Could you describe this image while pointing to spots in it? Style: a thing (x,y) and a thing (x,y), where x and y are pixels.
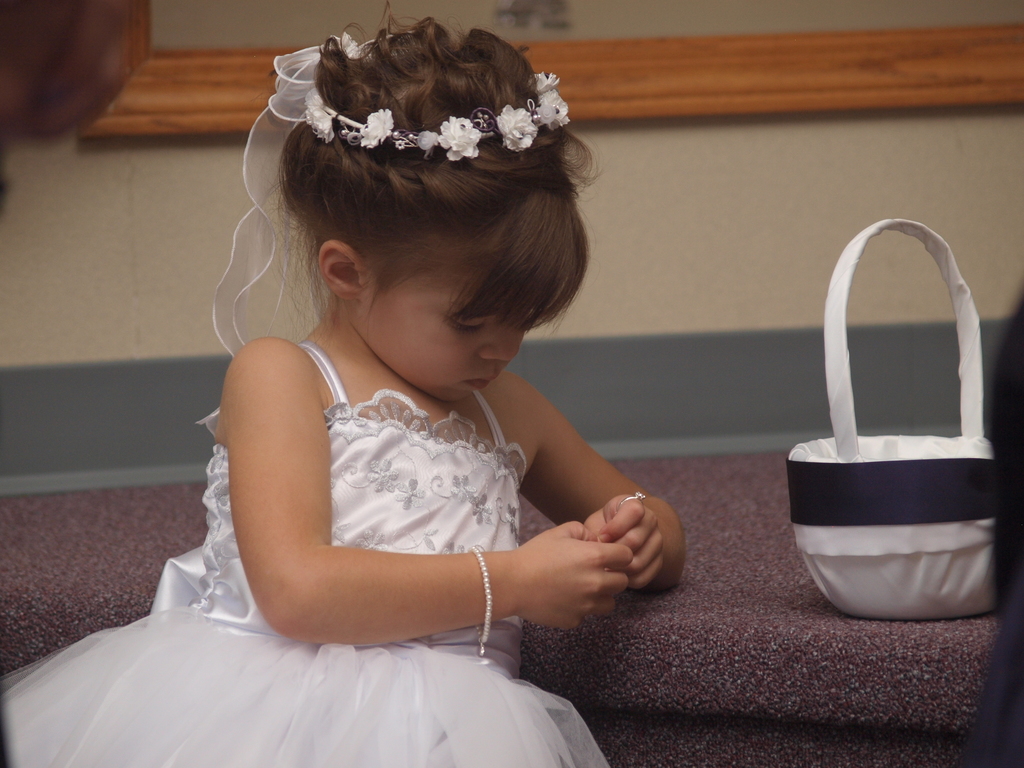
This Picture describe about the small girl (398,588) wearing white dress (395,699) and a flowers crown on her head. Behind we can see the wooden rafter (674,64) and a yellow wall (730,315).
